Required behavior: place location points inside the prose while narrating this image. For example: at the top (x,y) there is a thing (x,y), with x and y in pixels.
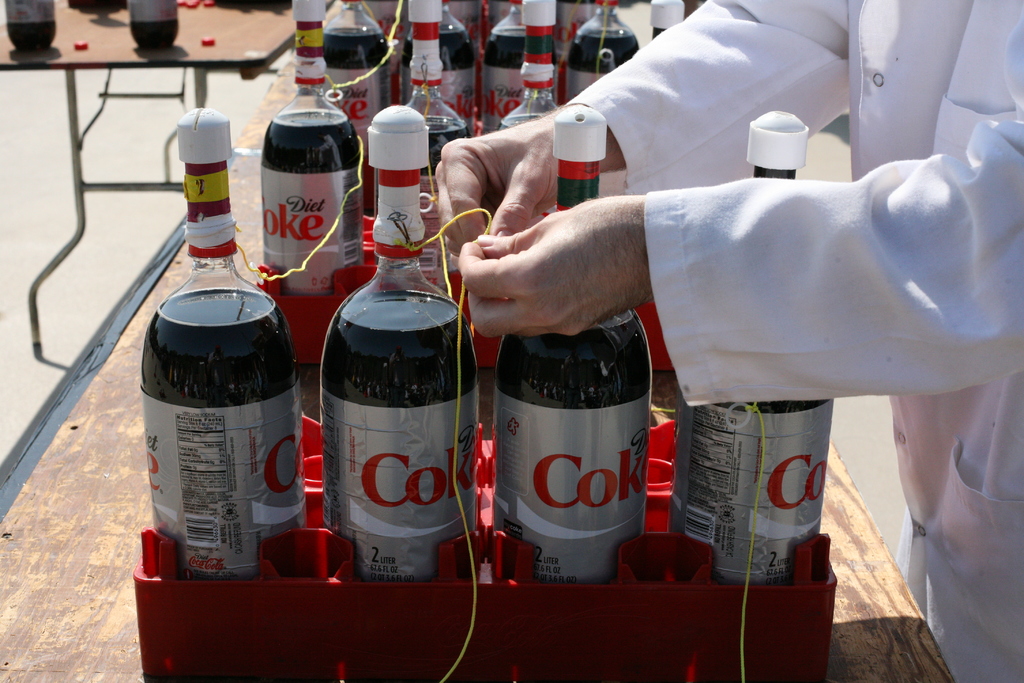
There are many bottles (302,226) with labels (246,477) are kept on a boxes (525,603). And there are small threads (440,229) connecting between the bottles (327,107). A person (536,241) wearing a white coat (679,311) is tying the thread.
